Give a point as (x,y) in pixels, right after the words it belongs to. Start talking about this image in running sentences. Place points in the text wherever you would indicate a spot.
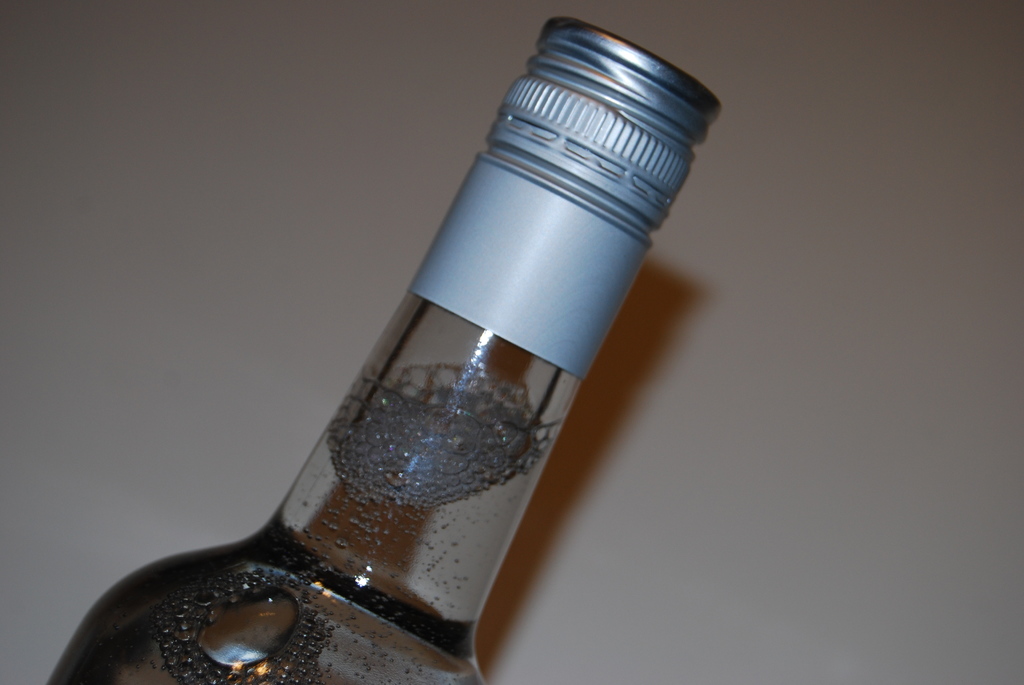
This is a glass bottle (348,473) which is sealed with a silver metal cap (601,137). There is some liquid (400,545) inside the bottle (478,427).
